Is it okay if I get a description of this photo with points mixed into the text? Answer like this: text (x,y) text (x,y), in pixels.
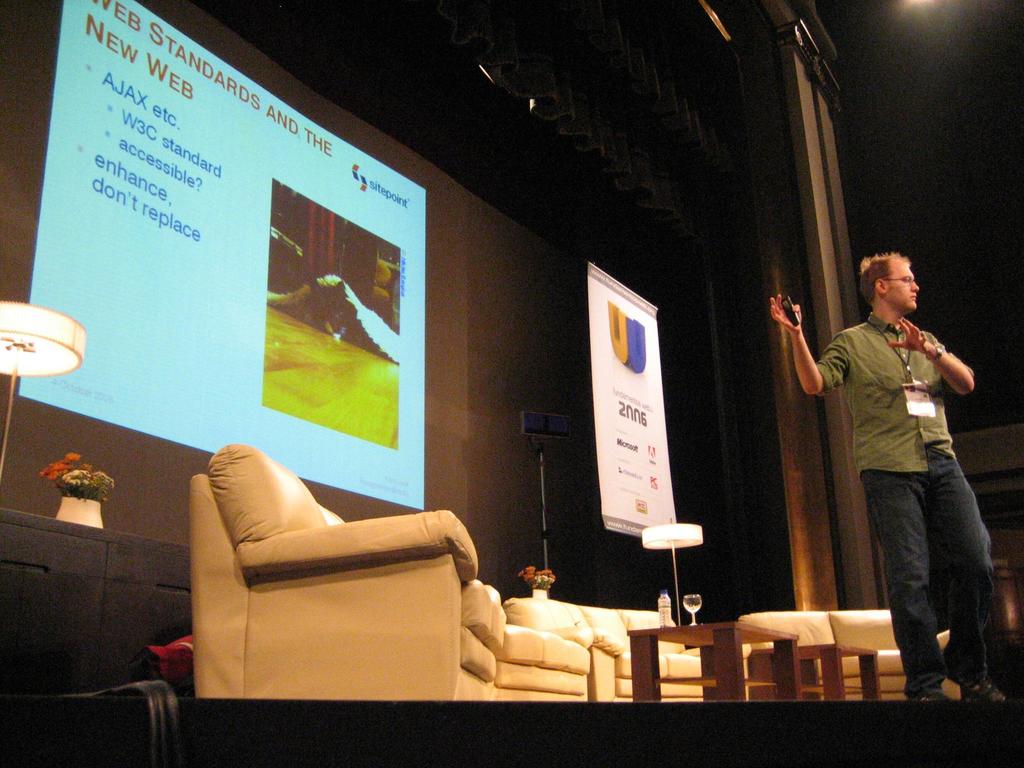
In the image we can see there is a man (904,485) who is standing and there is a projector screen (422,307), there are chairs (888,620) and table (693,630) on which there are water bottle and wine glass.
